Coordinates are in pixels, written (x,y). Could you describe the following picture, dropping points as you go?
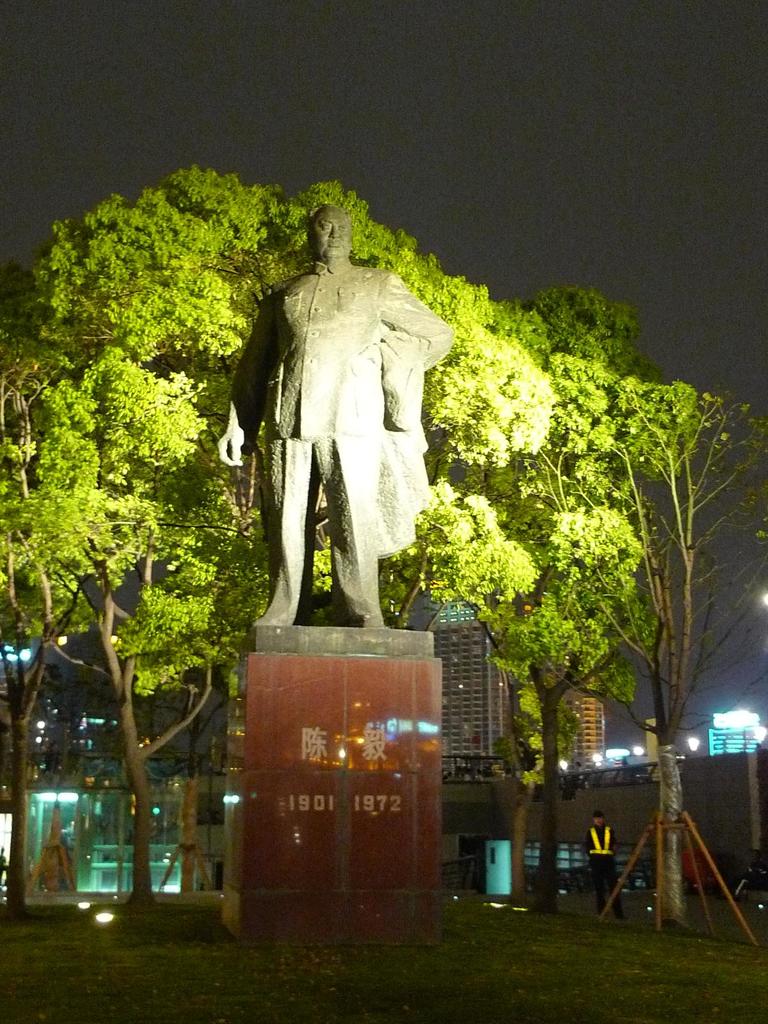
In this image we can see a statue (377,607), pedestal (352,773), trees (173,298), buildings (446,743), sky (380,103), person (595,818), lights (737,721) and ground (534,973).
